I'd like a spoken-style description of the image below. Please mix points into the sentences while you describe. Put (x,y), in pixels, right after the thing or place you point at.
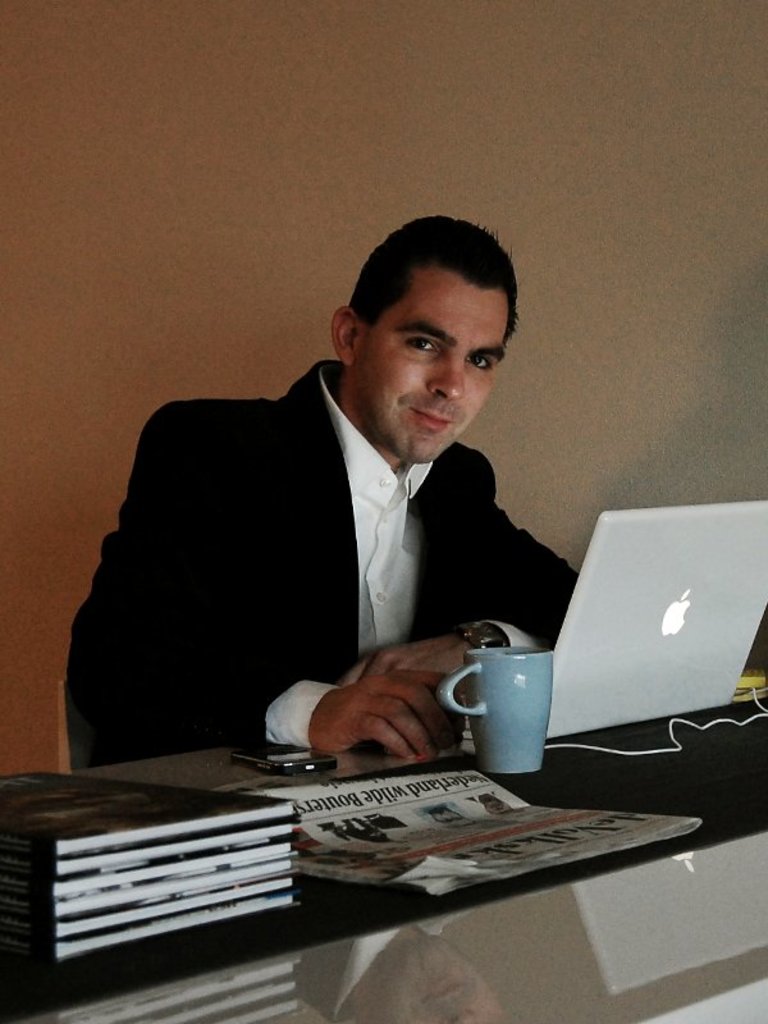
In this picture there is a man (488,484) sitting and he has a table (392,961) in front of him there are some books (31,810), a coffee mug (519,657), a laptop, newspaper (456,797) and a smartphone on the table (594,799).
